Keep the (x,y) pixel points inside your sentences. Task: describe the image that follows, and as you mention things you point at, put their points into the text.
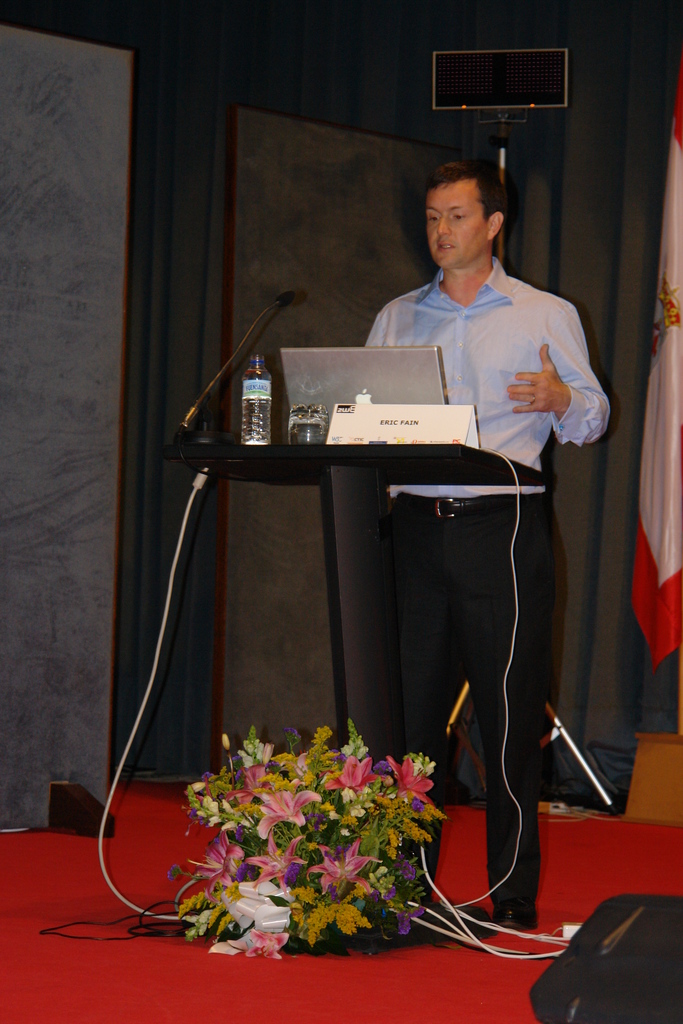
In this picture there is a man (455,376) who is standing on the right side of the image (464,646), in front of a desk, on which there is a laptop (342,388) and a water bottle (246,407), there are flowers (236,864) at the bottom side of the image (320,881), there is a flag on the right side of the image (652,360).
